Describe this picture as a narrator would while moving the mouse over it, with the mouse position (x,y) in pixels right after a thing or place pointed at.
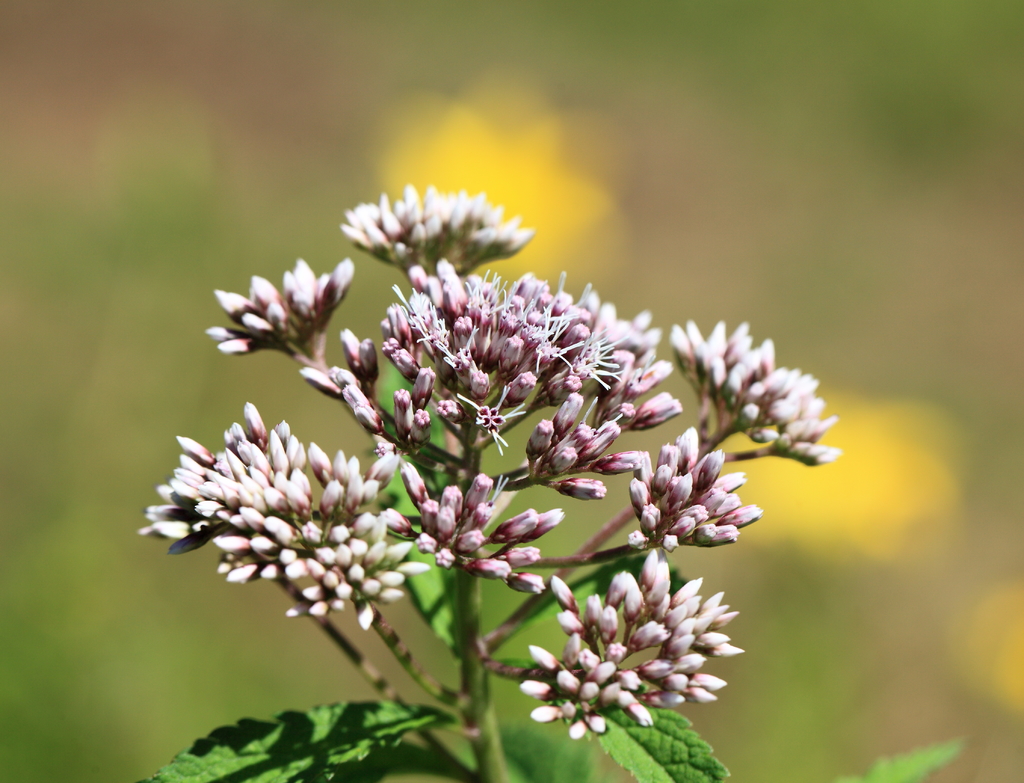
There are flowers (557,329) in the center of the image (457,456) to a plant (457,562) and the background (513,194) is blurry.
